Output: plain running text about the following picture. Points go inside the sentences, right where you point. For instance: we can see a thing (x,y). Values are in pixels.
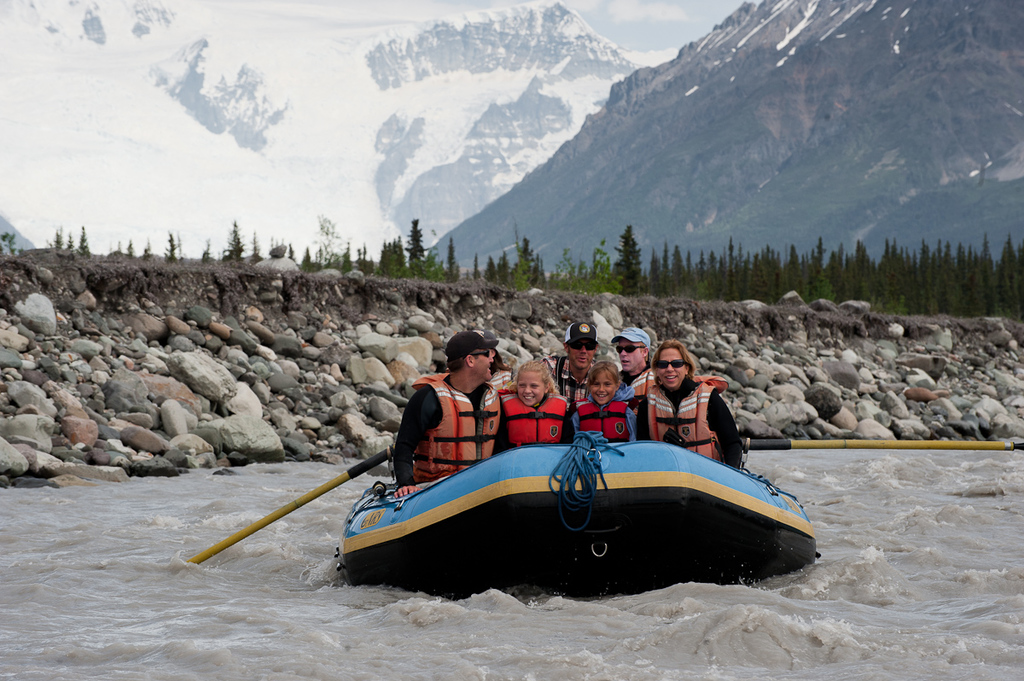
In this image I can see water (716,584) and in it I can see a boat (699,495). I can also see few people (400,464) are sitting on this boat (695,461) and I can see all of them are wearing water jacket (535,428). I can also see few of them are wearing caps (592,338) and few of them are wearing shades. In the background (872,378) I can see stones (330,354), number of trees (991,291), mountains (156,195) and snow (8,169).
